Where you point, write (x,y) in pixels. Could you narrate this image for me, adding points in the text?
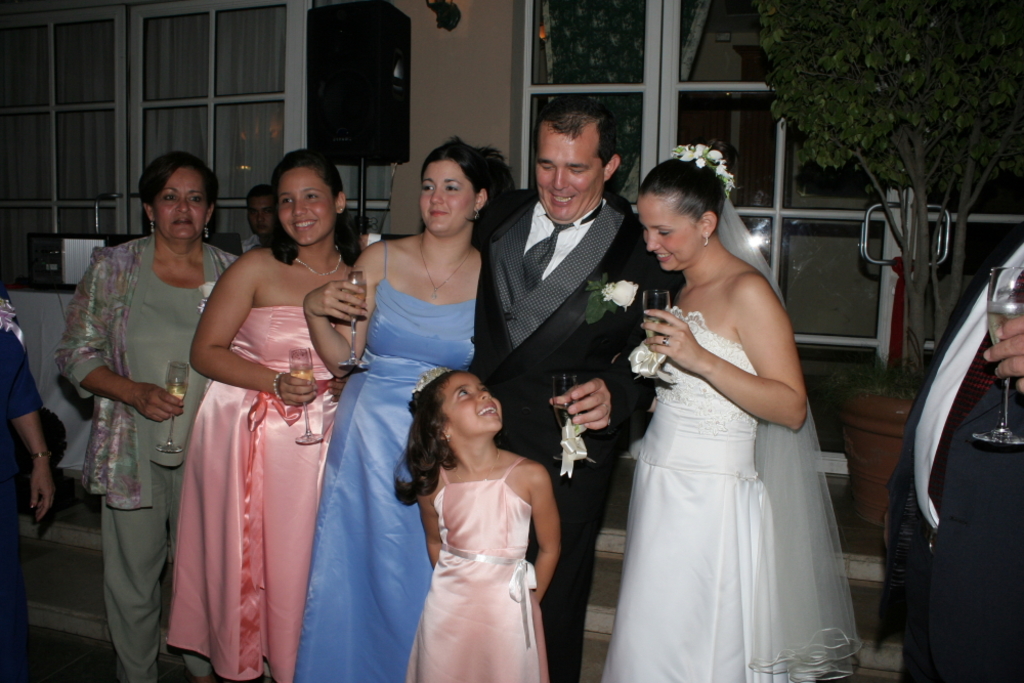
In this image I can see the group of people (224,426) with different color dresses (275,511). Except one person (19,537) I can see these people (197,386) are holding the glasses (574,373). In the background (868,207) I can see the plant (804,137), windows (855,294) and the sound system (316,127).
